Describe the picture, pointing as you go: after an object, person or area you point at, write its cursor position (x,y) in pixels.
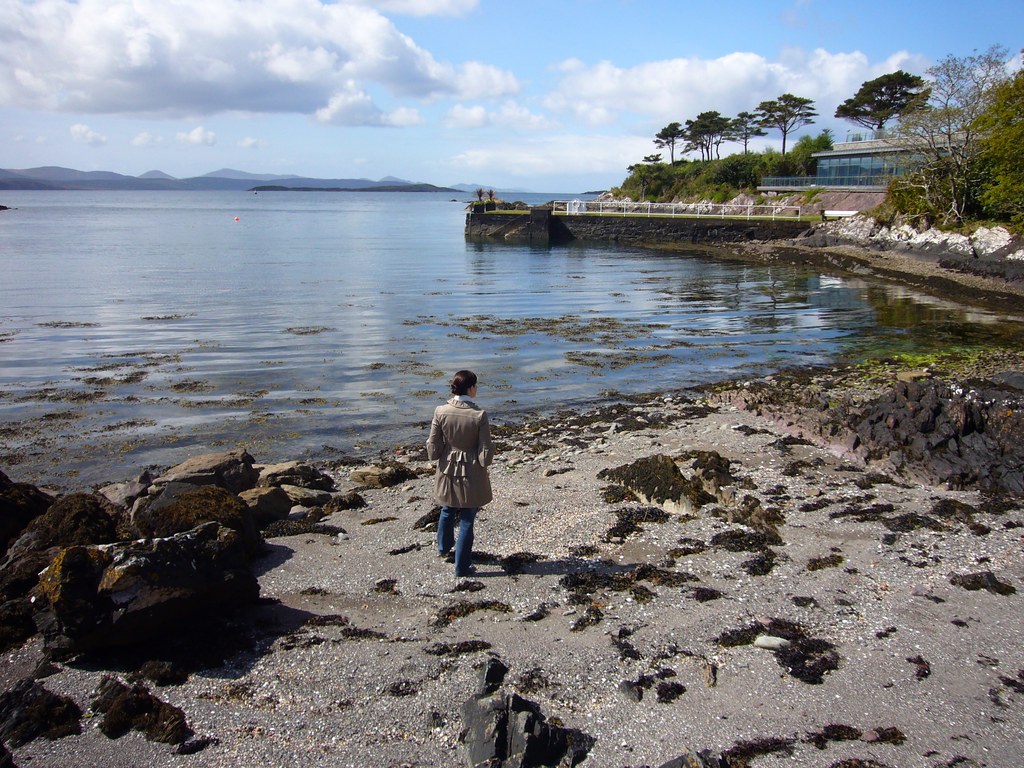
In the center of the image (450,438) we can see a woman (442,459) on the ground (462,602). On the right side of the image (935,184) there is a building (837,179), trees (746,143), plants (705,173), fencing (585,203) and grass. In the background (379,132) there is a water (238,214), hills (148,173), sky (398,27) and clouds (387,61).
